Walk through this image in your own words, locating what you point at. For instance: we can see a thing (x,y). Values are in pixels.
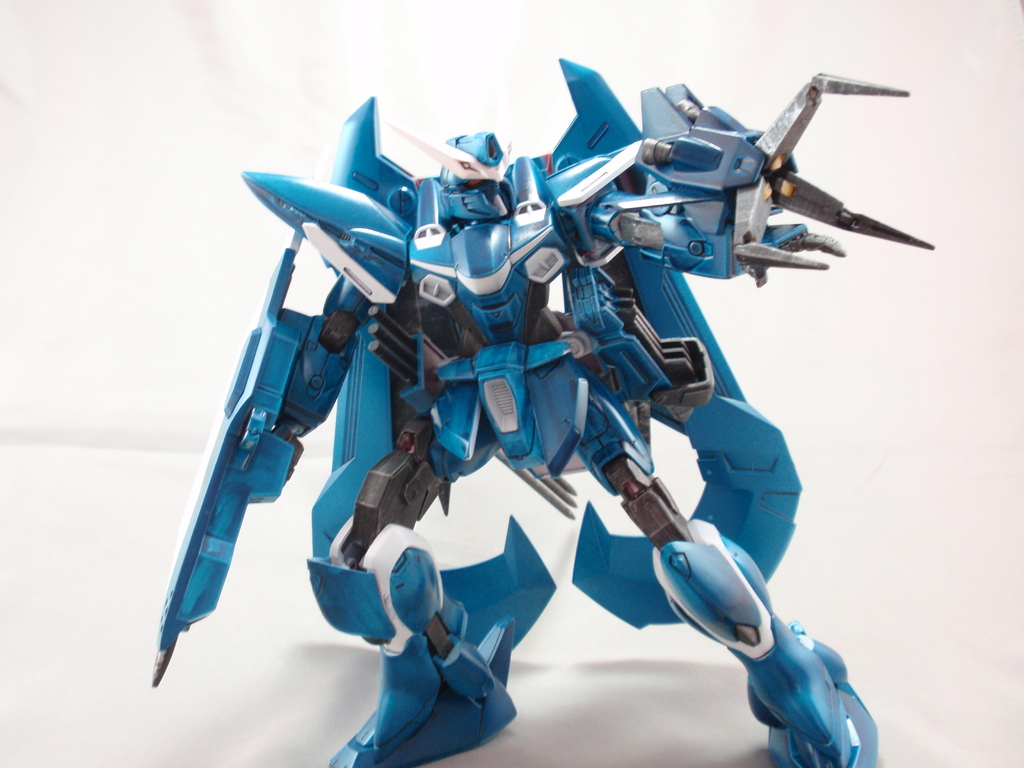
In the center of this picture (609,277) we can see a toy robot (397,464) standing and the background of the image (913,277) is white in color.
